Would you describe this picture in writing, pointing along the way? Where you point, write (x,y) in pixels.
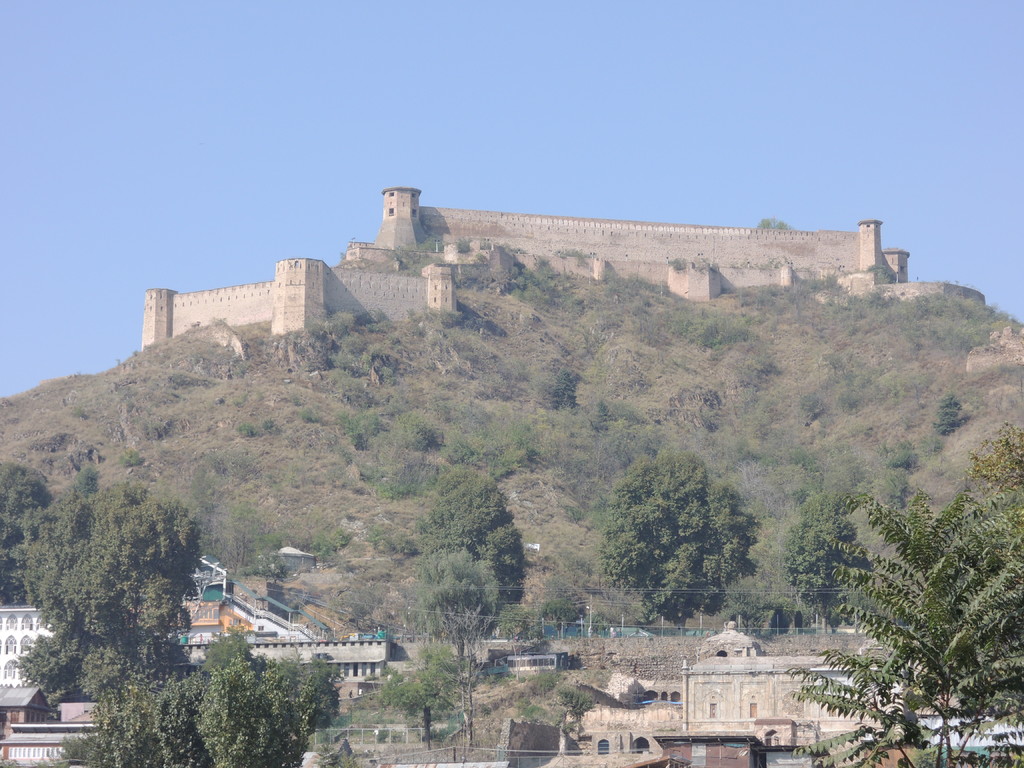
In this image there are some trees (177,679) and some houses (379,665) in the bottom of this image, and there is a mountain (373,520) in the background (533,420). There is a fort (380,289) is on to this mountain (516,308). There is a sky (400,72) on the top of this image (528,88).
